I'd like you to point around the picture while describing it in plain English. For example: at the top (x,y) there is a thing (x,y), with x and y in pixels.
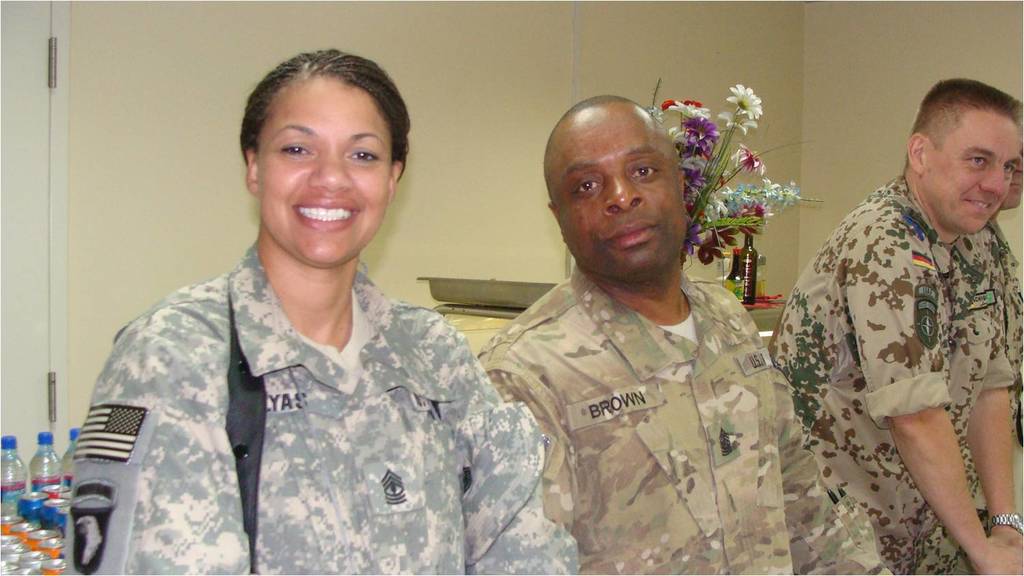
In the picture we can see two men (959,315) and a woman (490,444) wearing a army clothes (579,454). Back of them, there are bottles (33,481) and a flower plant (716,170).
